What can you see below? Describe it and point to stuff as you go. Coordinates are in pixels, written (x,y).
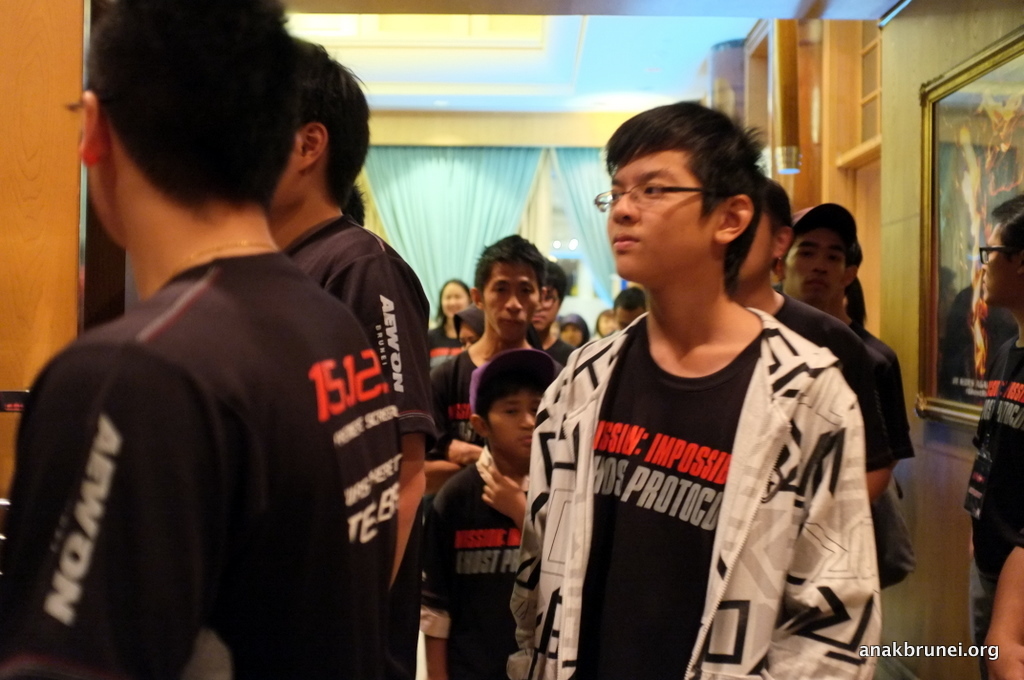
In this image we can see many people (575,383) standing, on the right (958,132) there is a painting (951,254) on the wall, behind we can see the curtains (534,169) and ceiling (548,37) with the light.
